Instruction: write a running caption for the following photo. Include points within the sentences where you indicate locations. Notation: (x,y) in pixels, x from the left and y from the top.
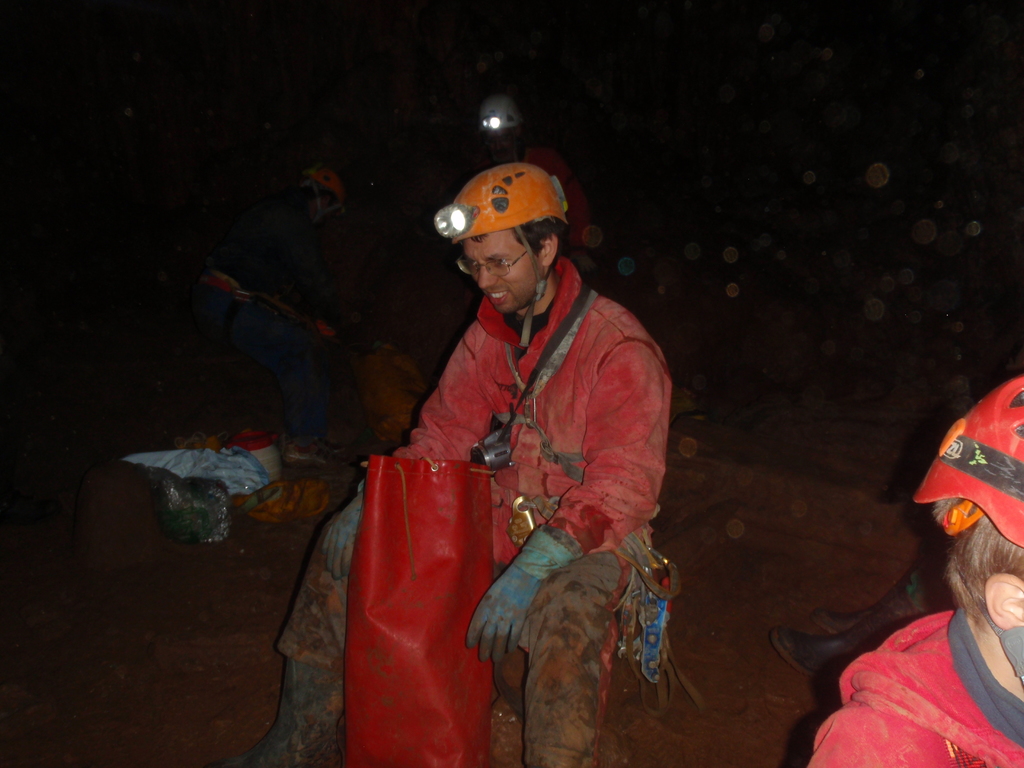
This is an image clicked in the dark. Here I can see two persons (886,699) wearing helmets (979,489) on their heads (491,283). One person (521,391) is sitting, holding a red color object (426,628) in the hands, smiling and looking at the left side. Beside him there are some objects (212,516) placed on the ground (185,578). In the background (244,242), I can see some more people (491,133) in the dark.
